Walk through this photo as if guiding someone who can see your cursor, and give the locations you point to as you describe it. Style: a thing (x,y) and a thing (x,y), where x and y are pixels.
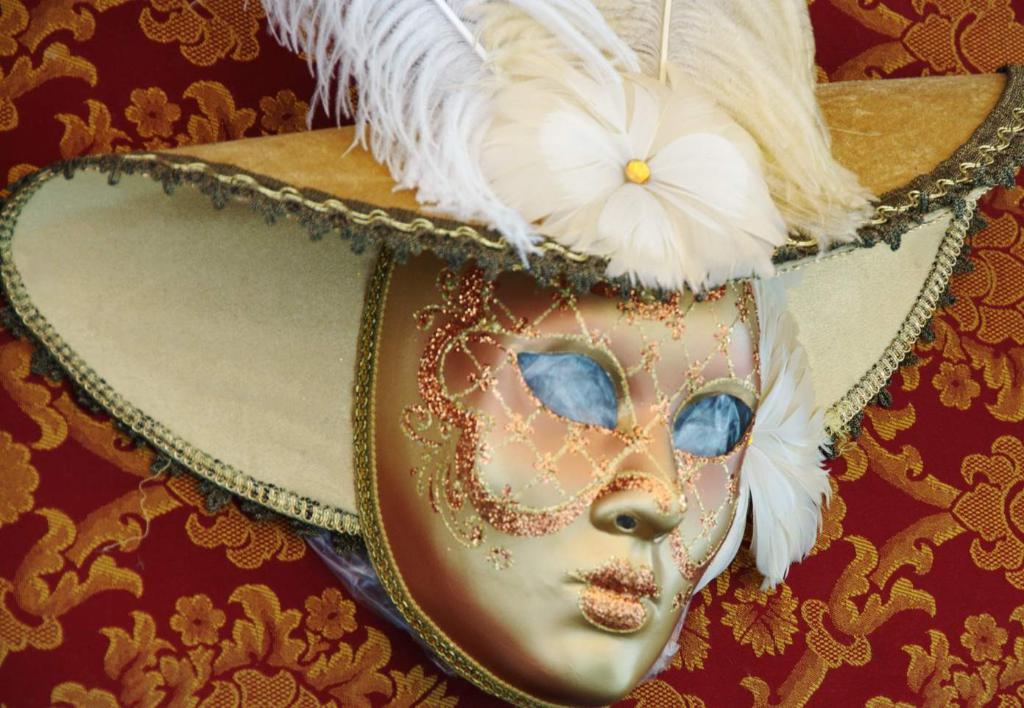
In this image there is a mask (520,362), behind the mask (521,296) there is a cloth (100,601).
